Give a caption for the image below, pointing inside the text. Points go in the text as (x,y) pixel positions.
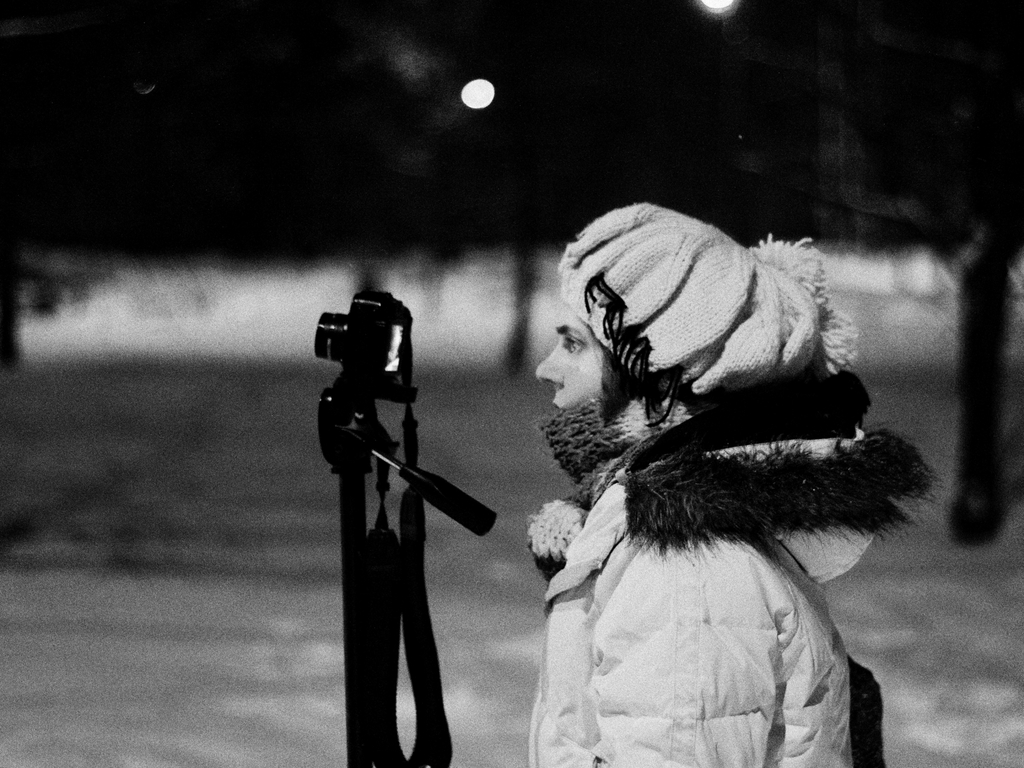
In this picture we can see a person (782,596), camera (355,341), some objects (337,467) and in the background (133,267) it is blurry.
